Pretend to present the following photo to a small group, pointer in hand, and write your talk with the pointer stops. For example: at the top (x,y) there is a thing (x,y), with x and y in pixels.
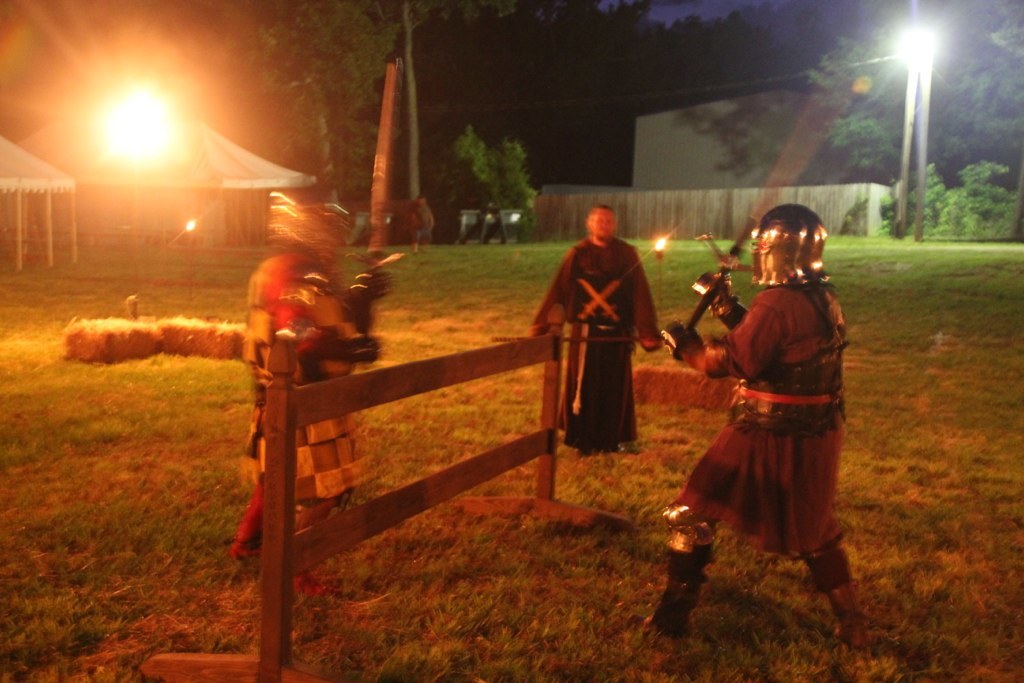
In this image there are two persons (291,324) standing on the ground (541,559). They are holding swords (380,176) in their hands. They are wearing helmets (786,237). In between them there is a fence (421,493). Behind them there is a man (598,282) standing on the ground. To the left (16,169) there are tents (90,176). To the right (698,143) there is a house (681,155). There is a fencing (642,209) around the house (802,181). In front of the house (692,146) there is a street light pole (908,159). In the background (497,92) there are trees (692,67). There is grass (501,308) on the ground (853,462).
